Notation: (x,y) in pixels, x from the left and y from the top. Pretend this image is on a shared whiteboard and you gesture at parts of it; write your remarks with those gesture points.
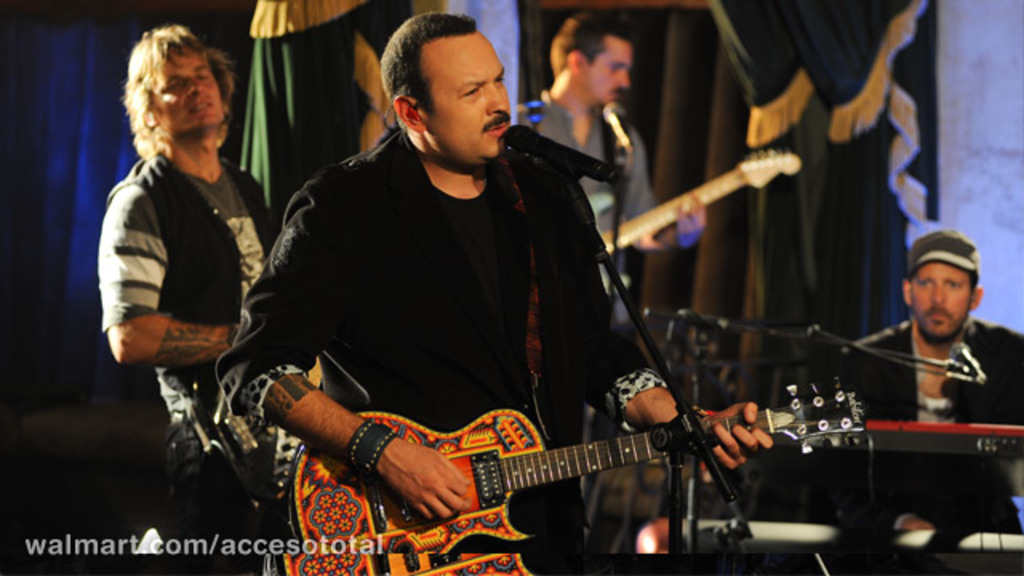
This image is clicked in a concert. There are many people (446,164) in this image. In the front (339,395) the man (339,395) wearing black suit (436,280) is singing and playing guitar (326,505). To the right (878,373), the man (901,338) is playing piano (882,424). In the background (756,130), there are curtains (926,113) and wall (996,149).
